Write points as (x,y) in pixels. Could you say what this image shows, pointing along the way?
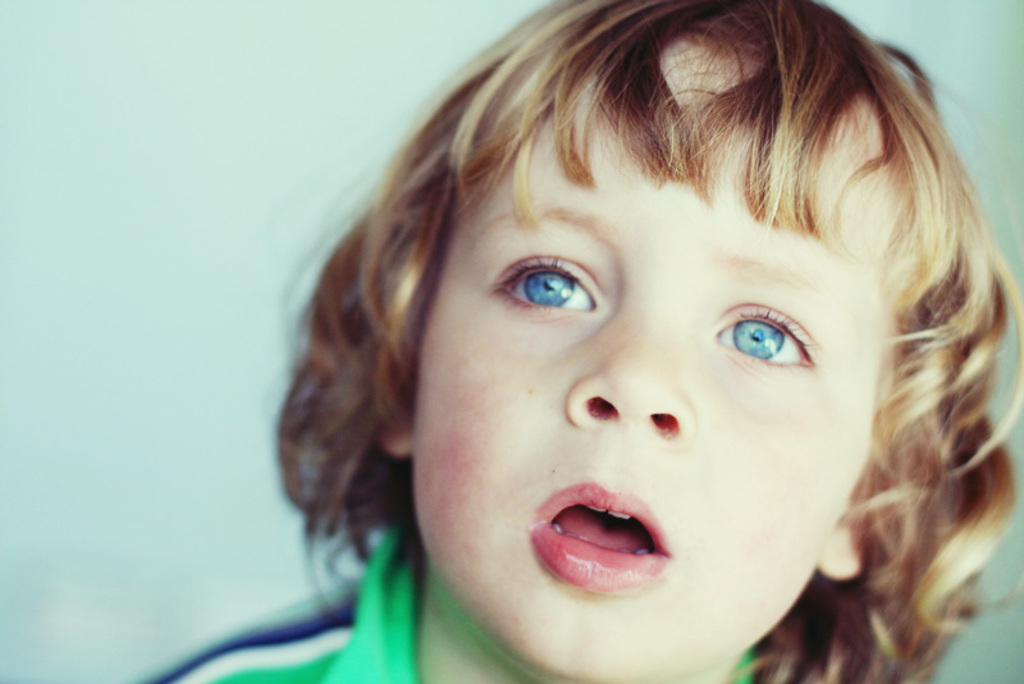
In this image, we can see a kid (553,368) wearing a green color shirt (339,647). In the background (61,106), we can see blue color.
